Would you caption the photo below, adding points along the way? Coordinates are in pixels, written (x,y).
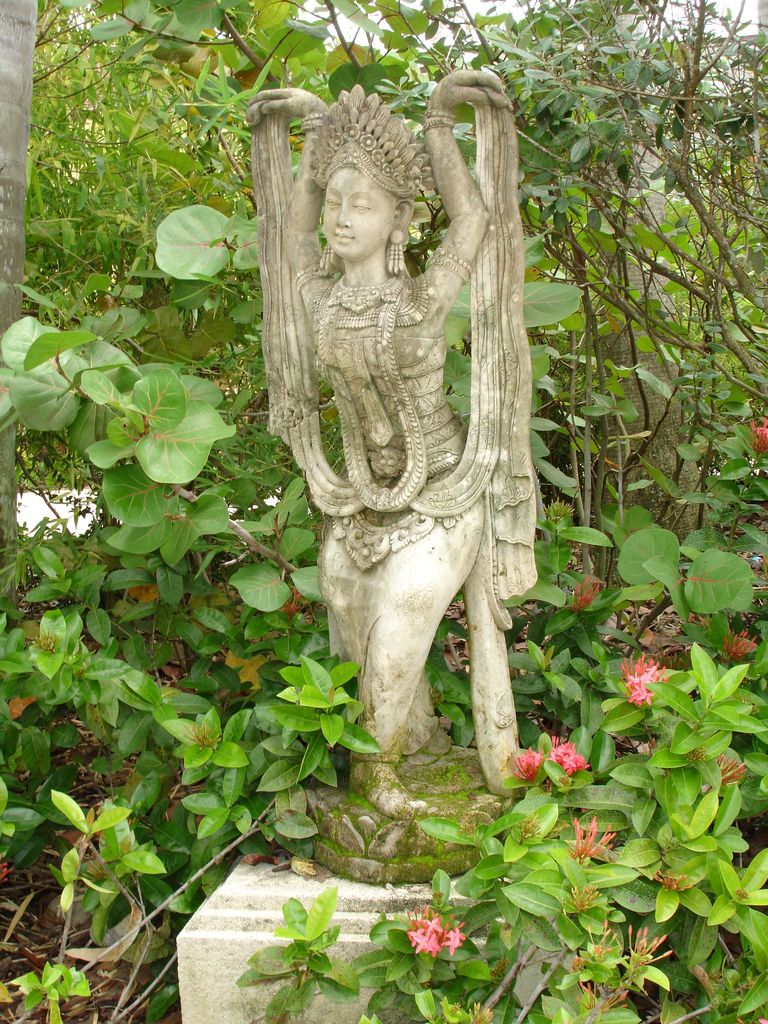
In this image I can see at the bottom (598,812) there are flowers (669,886) and plants (616,874). In the middle (384,450) it is the statue (398,431), at the back side (255,0) there are trees (692,218).
